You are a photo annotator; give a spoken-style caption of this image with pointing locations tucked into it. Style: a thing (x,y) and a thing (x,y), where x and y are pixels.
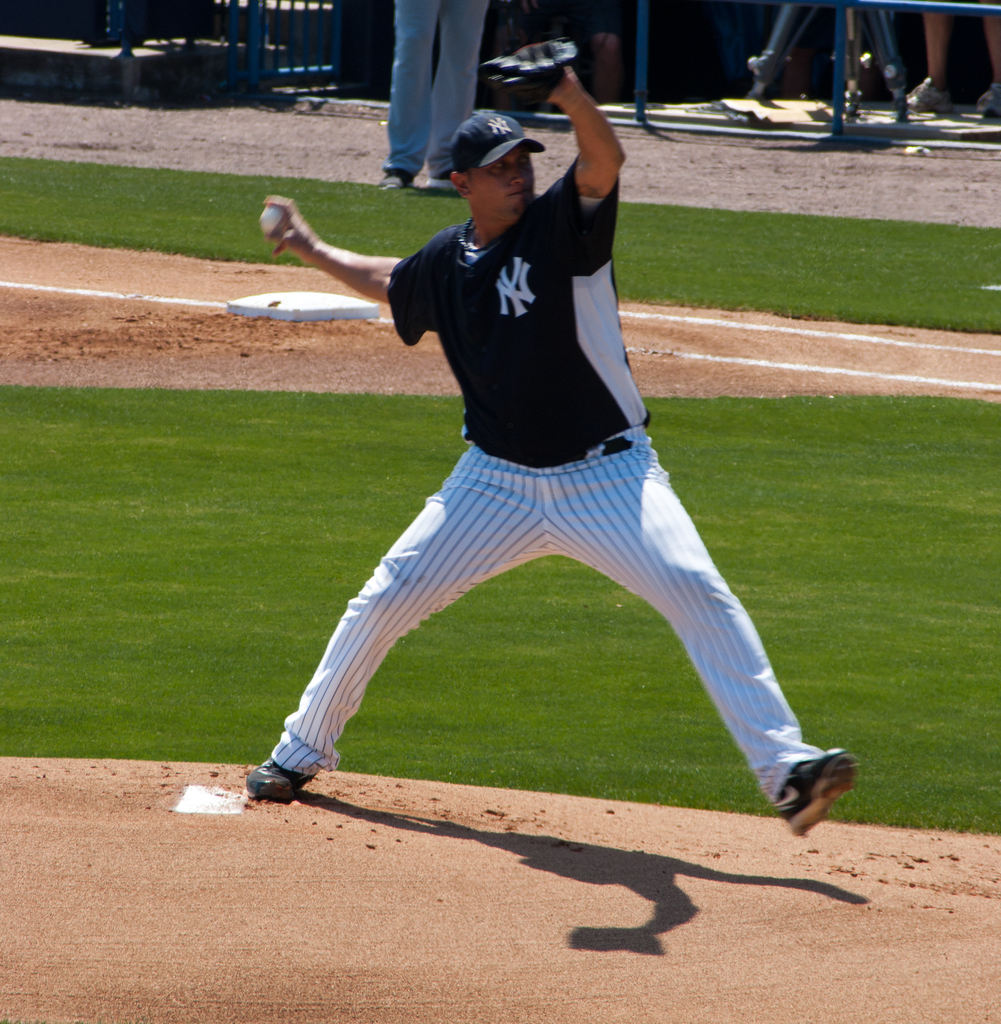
In this image there is a playground (636,359), there is a person (574,507) holding a ball (265,213), there are persons (436,92) truncated towards the top of the image (466,70), there are objects (852,51) truncated towards the top of the image (776,37), there is grass (186,457) truncated.
